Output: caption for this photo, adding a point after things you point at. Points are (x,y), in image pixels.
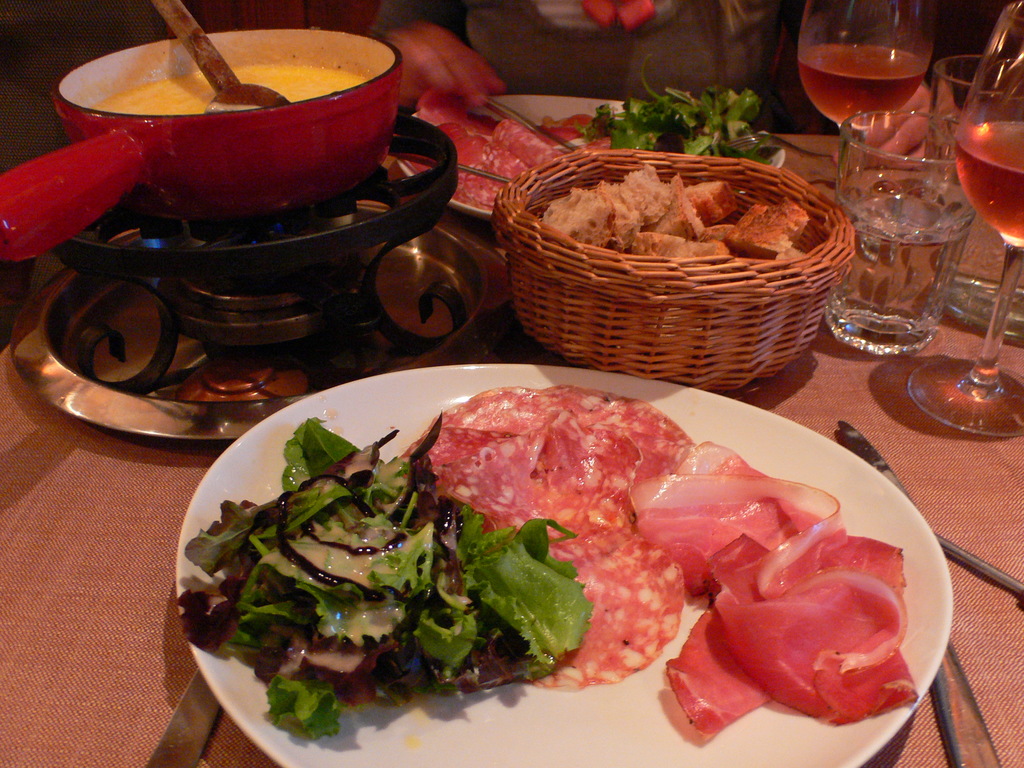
In this image we can see some food items (505,477) on plates (471,209) and a basket (677,155), on the top left corner of the image (286,162) there is a vessel (286,149) on the stove (241,346) and on the right side of the image (824,42) there are glasses (826,38) and knives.
